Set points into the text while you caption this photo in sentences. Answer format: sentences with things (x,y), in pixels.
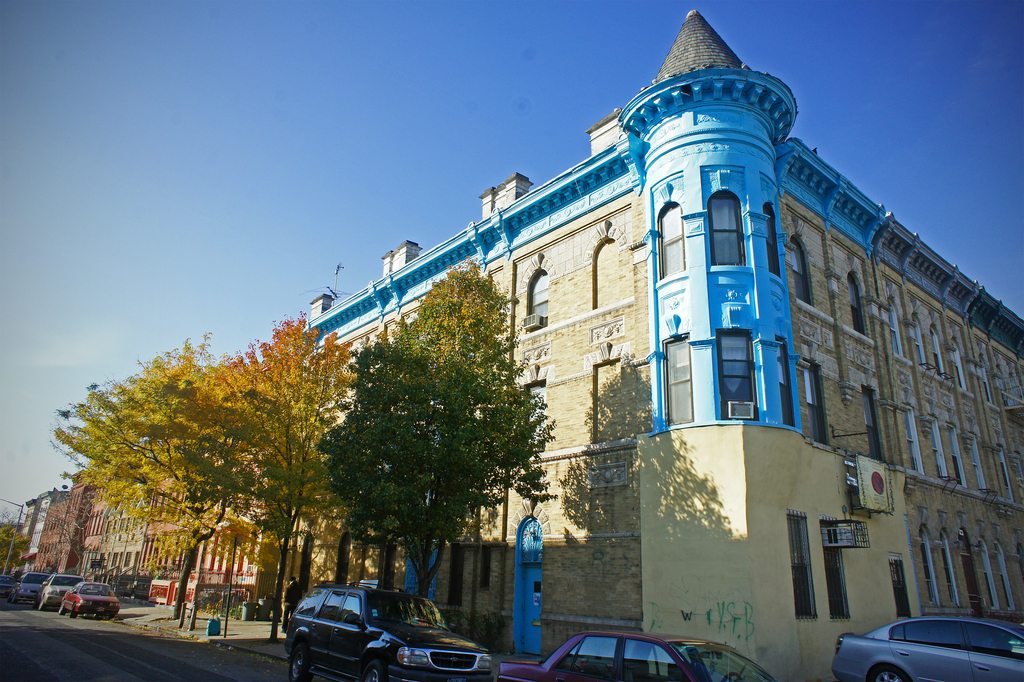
This image is taken outdoors. At the top of the image (270,129) there is a sky (836,105). At the bottom of the image (128,661) there is a road (83,623) and a few cars (363,669) are parked on the road (114,627). In the middle of the image (551,357) there are a few trees (426,480) and buildings (74,503) with walls (638,348), windows (543,308), doors (533,567), roofs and chimneys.
